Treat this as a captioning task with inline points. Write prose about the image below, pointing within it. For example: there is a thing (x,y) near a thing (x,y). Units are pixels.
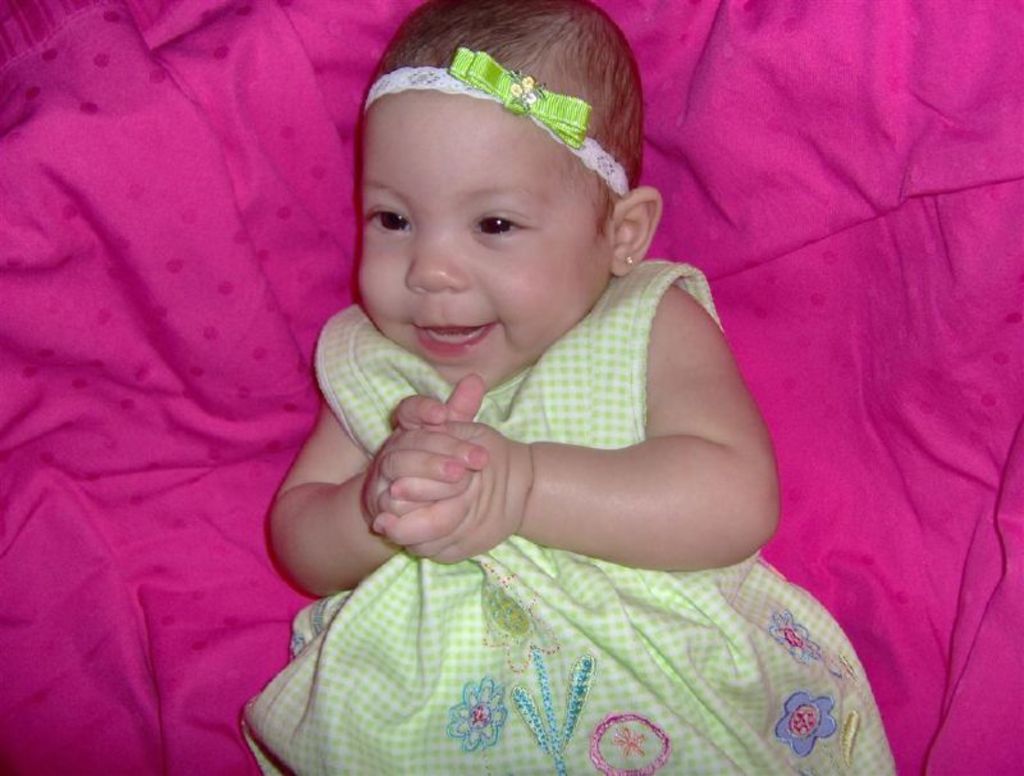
In the image we can see a baby (473,417) wearing clothes (517,580), ear studs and the baby (515,558) is lying on the pink cloth (771,209).
